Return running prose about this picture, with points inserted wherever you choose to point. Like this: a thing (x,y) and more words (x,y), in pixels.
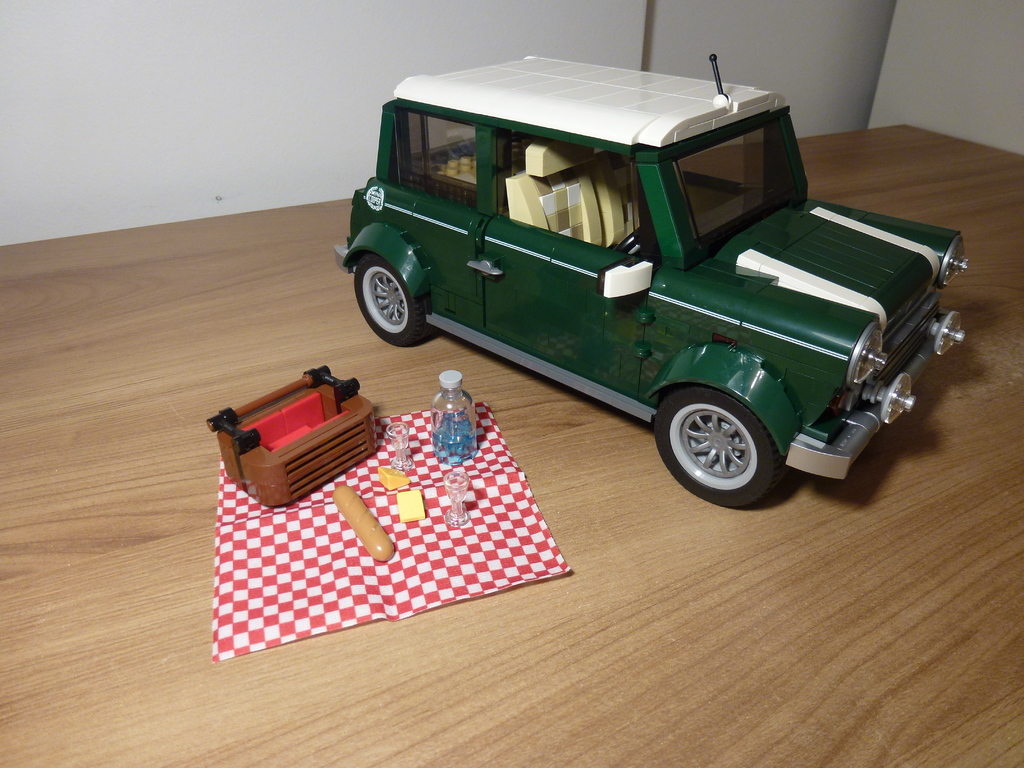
In this image we can see a toy car (606,299), mat (431,468), bottle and few objects (404,504) on the table (645,569) and wall (937,33) in the background (906,38).
